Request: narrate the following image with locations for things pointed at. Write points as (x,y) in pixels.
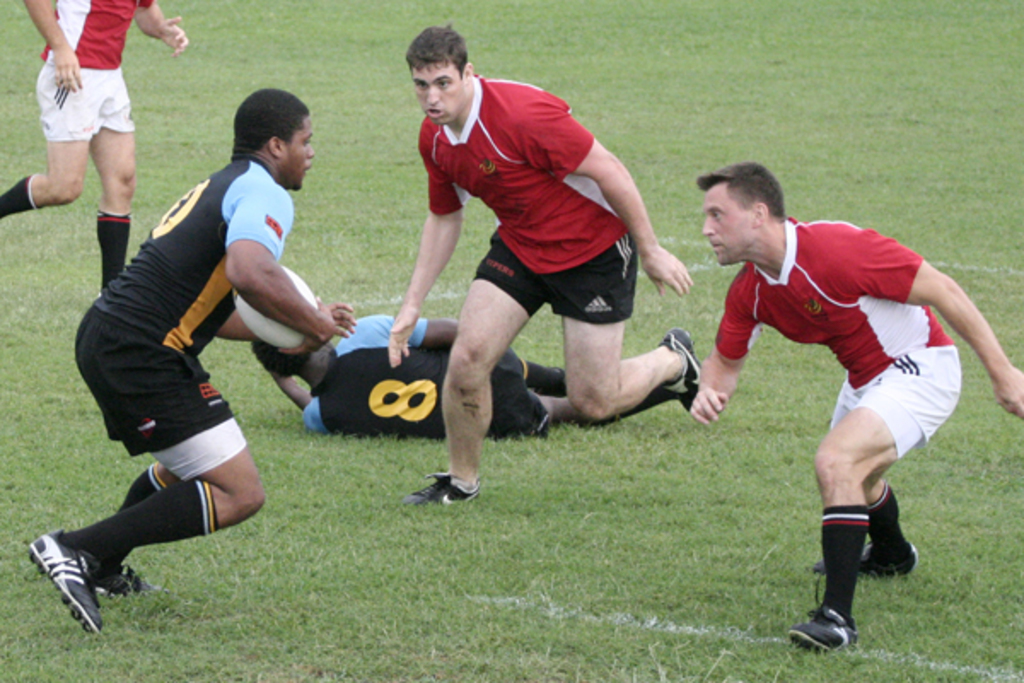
In this picture here we can see 5 persons (138,401) who are playing the game rugby. In the left (251,195) we have a black colored shirt person (222,239) holding ball (295,343), he is trying to make a goal and the other 2 persons (724,321) right of him wearing red shirts (562,224) try to take the ball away from him.
